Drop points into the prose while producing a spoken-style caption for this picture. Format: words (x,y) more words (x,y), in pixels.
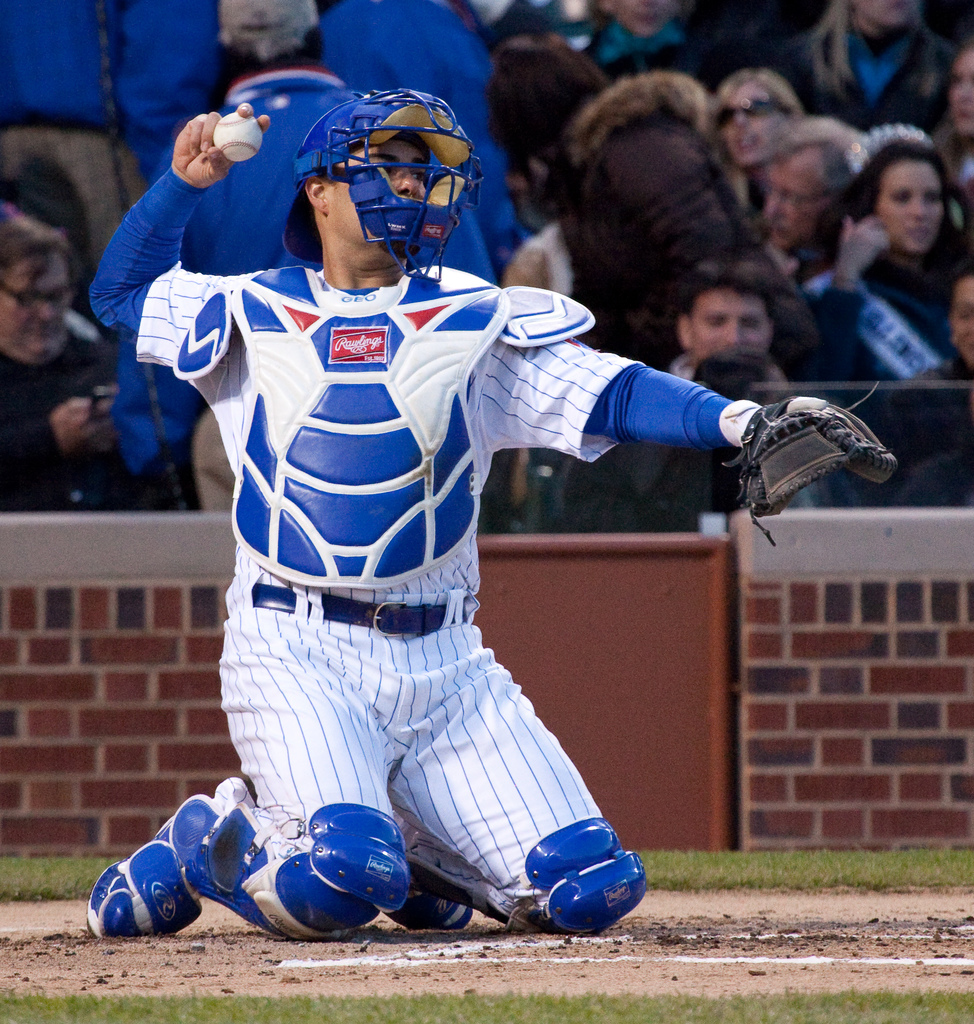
In this image I can see a person (362,108) wearing white and blue color dress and holding a ball (244,157) which is in white color. Background (273,185) I can see group of people (754,108) sitting and the wall (871,652) is in brown color.
